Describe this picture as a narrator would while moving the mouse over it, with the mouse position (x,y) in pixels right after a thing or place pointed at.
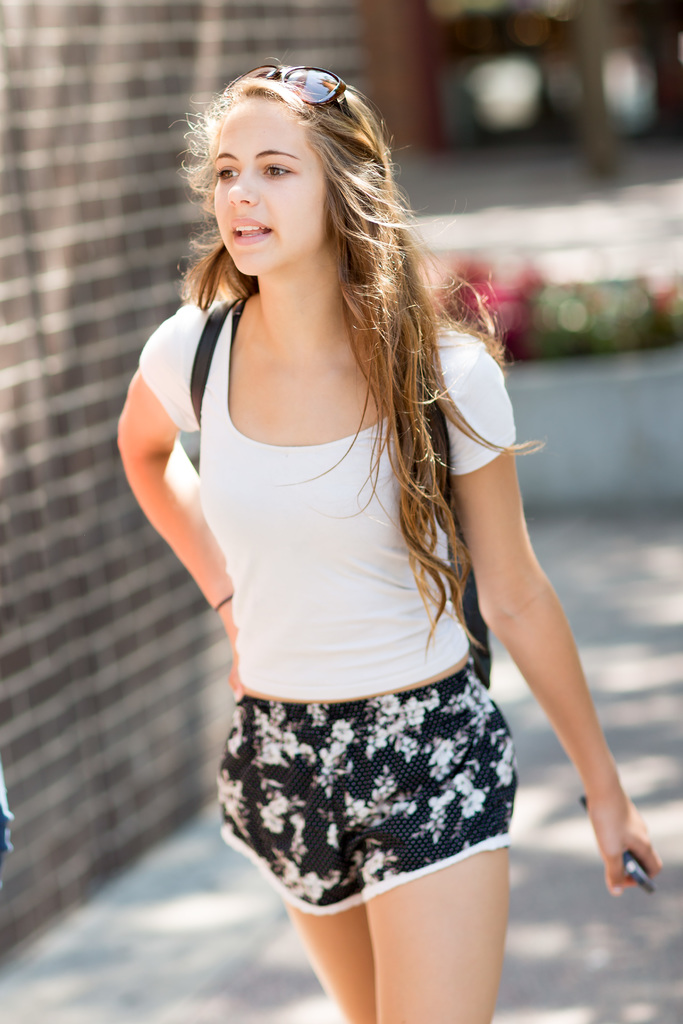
This is the woman (374,802) standing. She wore T-shirt (336,600), shorts (403,759) and goggles (325,77). She is holding an object (641,878) in her hand (623,840). This is the wall (86,617). The background (606,191) looks blurry.
